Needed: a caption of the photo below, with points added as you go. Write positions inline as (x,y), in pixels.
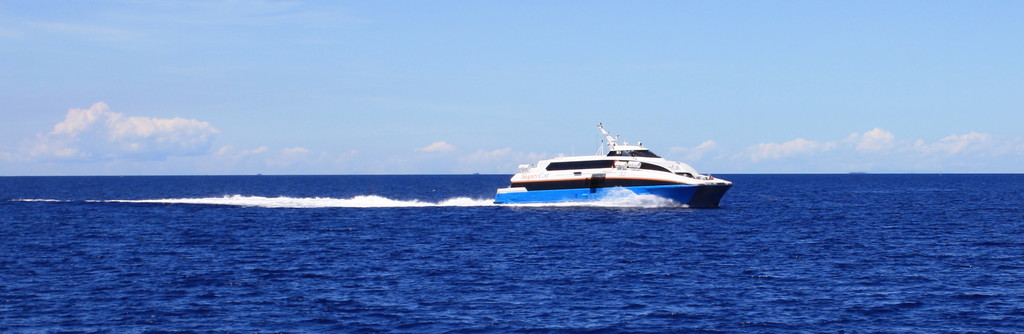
In this image there is a ship (590,165) on the sea (657,227). In the background (579,80) there is the sky (703,106).
